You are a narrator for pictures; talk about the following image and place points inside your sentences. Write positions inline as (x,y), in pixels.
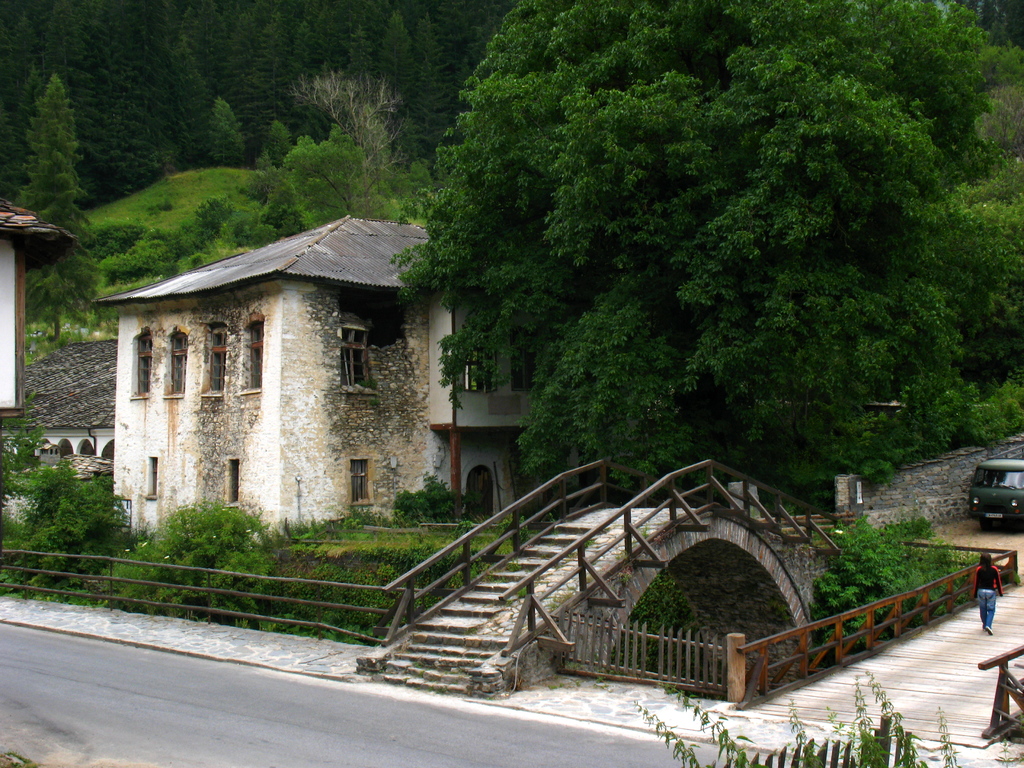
In this image in the background (468,252) there are trees (763,181), there is a bridge (591,562) and there is fence (765,660) and there is a car (981,494) and there is a person (976,590) walking and there are buildings (282,366). In the front (254,694) there is a road (231,718) and there are leaves (906,745) and there is fence (835,748).
